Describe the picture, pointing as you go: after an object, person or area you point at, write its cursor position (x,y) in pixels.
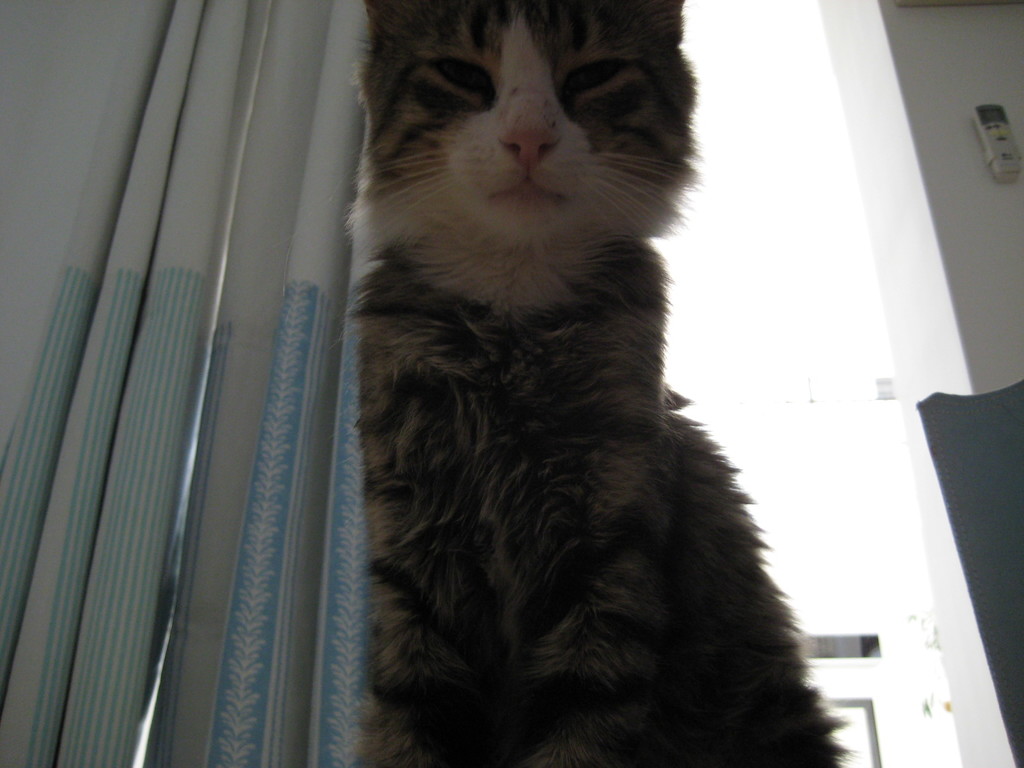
In this image we can see a cat (414,196) in the center (364,330). We can also see a remote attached to the wall (936,122). On the left (318,243) we can see the curtain (335,269).
